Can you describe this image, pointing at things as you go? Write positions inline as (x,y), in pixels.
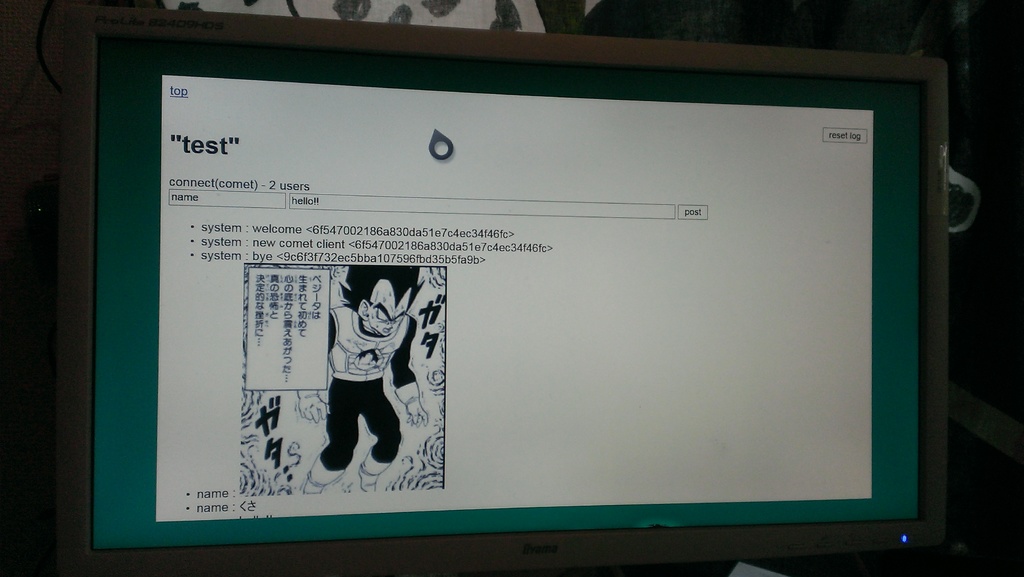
In this picture, we see the monitor screen (431,224) which is displaying the text (257,244) and the image (345,349). Behind that, we see a curtain (416,17) in white and green color. In the background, we see a wall (46,162). This picture might be clicked in the dark.
